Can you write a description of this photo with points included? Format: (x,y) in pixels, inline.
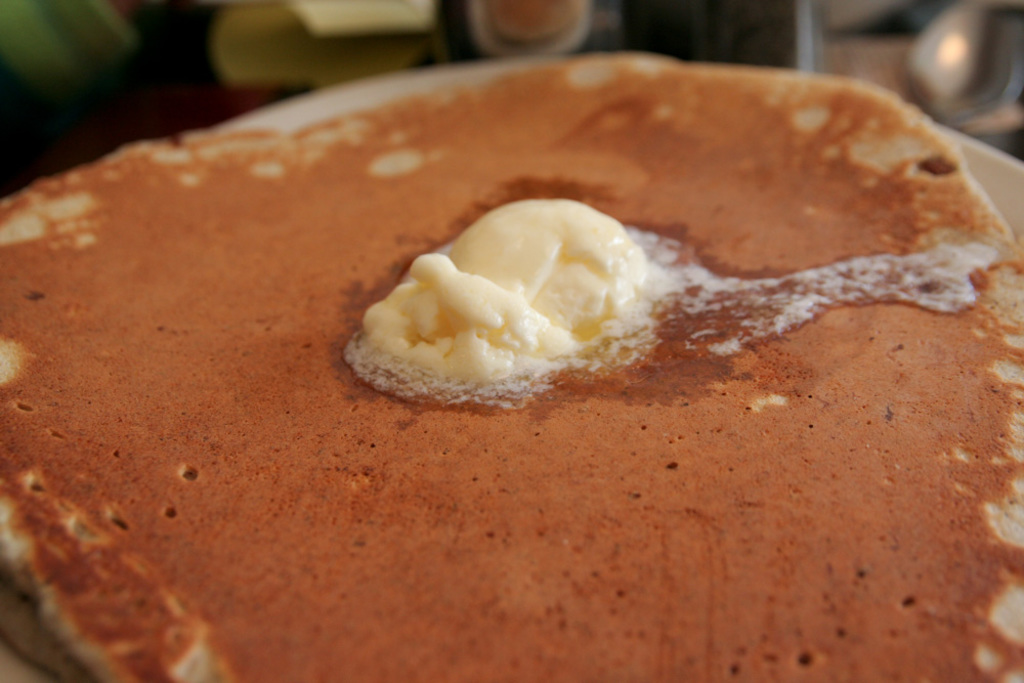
In this image I can see a white colour plate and in it I can see food (569,124). I can also see cream (491,216) on the top of the food (406,256) and I can also see this image is little bit blurry in the background (927,41).
